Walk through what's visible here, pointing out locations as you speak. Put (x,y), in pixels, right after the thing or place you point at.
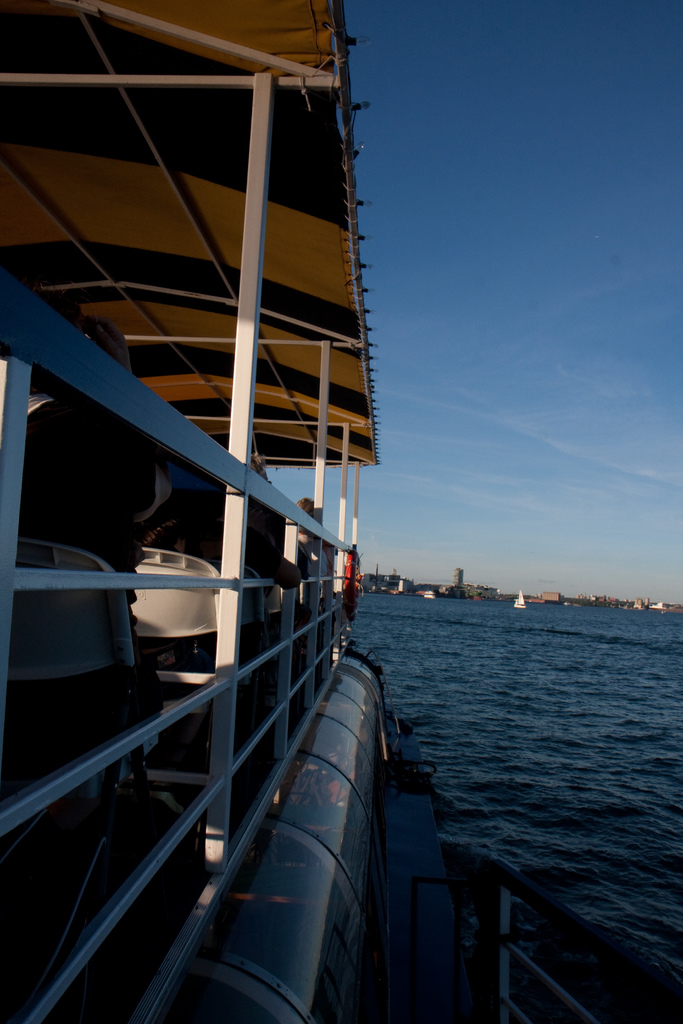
In this picture we can see a boat (340,497) on the water (509,731) and we can find few people (118,533) in the boat (186,716), in the background (469,504) we can see clouds (539,465).
